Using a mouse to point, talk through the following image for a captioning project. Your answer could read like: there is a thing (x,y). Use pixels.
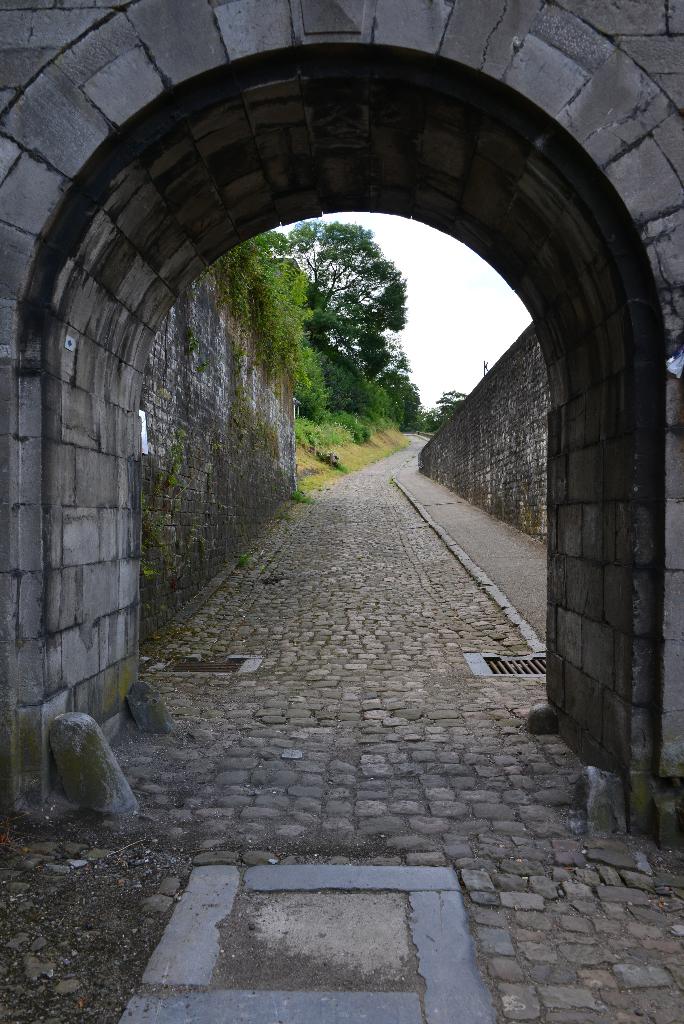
In this picture there is a granite arch (586,685) with a walking area (379,646) made of cobble stones (386,668). Behind there is a big granite wall (455,433) and some trees (370,383).
